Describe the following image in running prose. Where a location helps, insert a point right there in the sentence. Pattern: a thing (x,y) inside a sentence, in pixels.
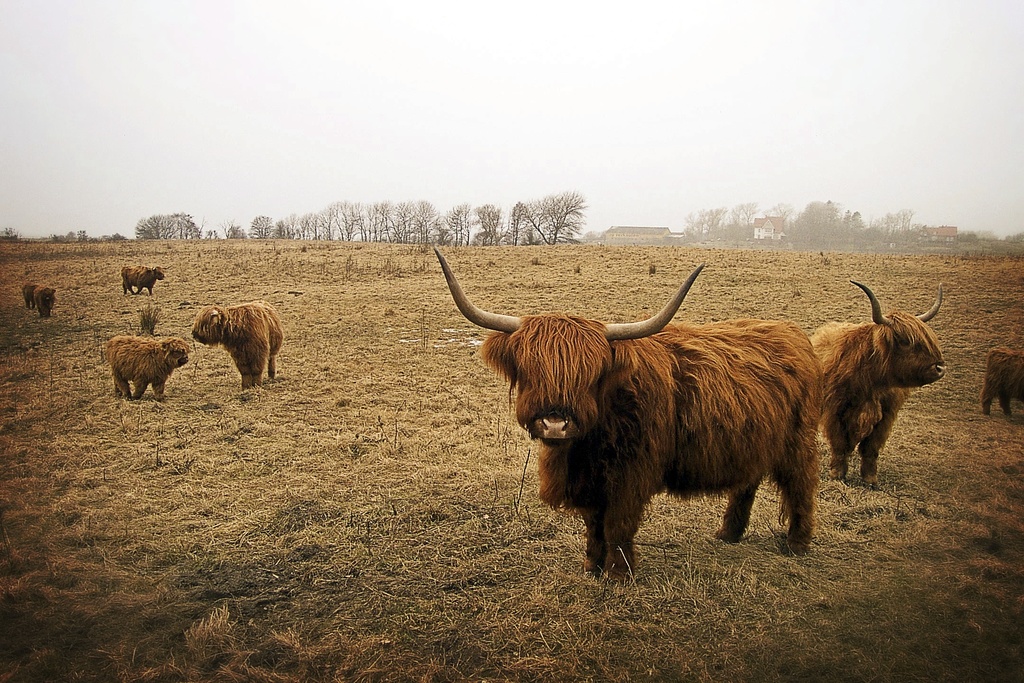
On the left (53,312) and right side (747,428) we can see cattle (204,310) and animals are standing on the ground (330,615). In the background (434,217) there are trees (380,214), buildings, houses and clouds (226,82) in the sky (184,213).
